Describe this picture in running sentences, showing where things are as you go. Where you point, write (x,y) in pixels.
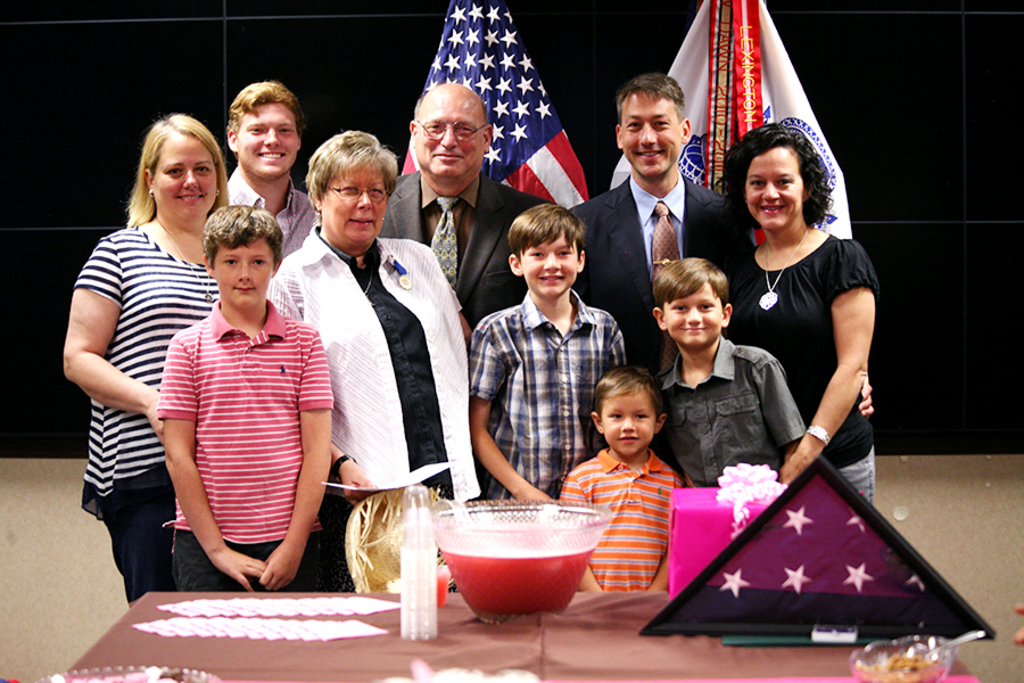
In this picture we can see there is a group of people (285,284) standing and in front of the people (120,367) there is a table (377,642) and in the table (469,634) there are bowls (469,597), spoon (933,651), a box (691,568) and other items (839,604). Behind the people (462,248) there are flags (438,75) and a wall (865,107).
